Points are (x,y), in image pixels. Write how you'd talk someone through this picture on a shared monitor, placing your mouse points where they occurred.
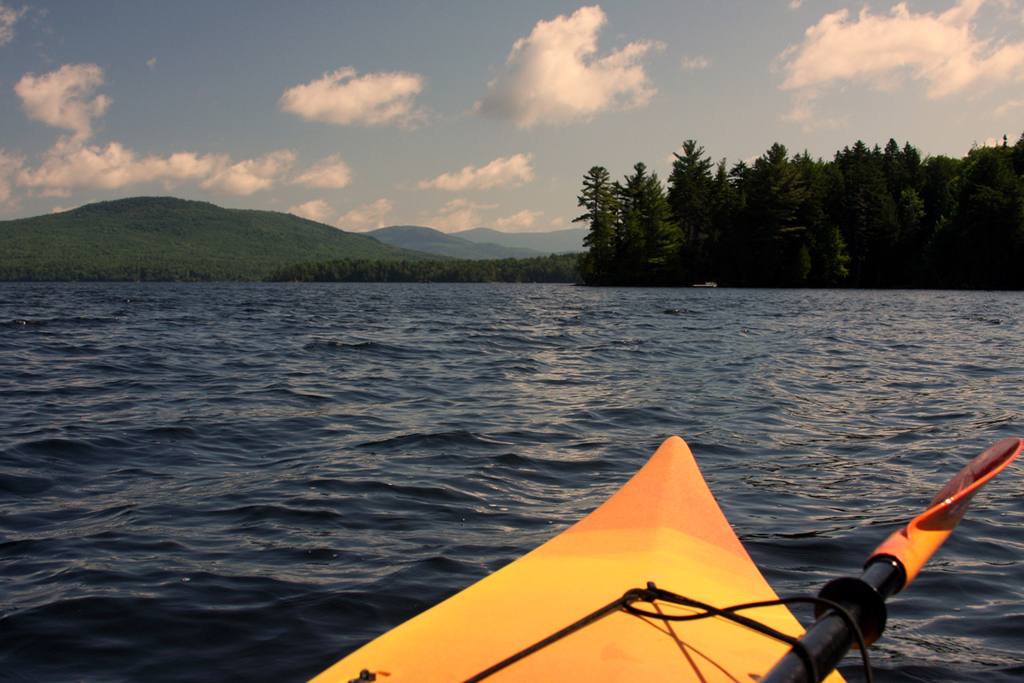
In this picture we can see the beautiful view of the river water (609,313). Behind there are some trees (985,229) and mountains (49,227). In the front (588,580) bottom side there is a small yellow boat (629,597). On the top (488,59) there is a sky (436,111) and clouds (409,111).
